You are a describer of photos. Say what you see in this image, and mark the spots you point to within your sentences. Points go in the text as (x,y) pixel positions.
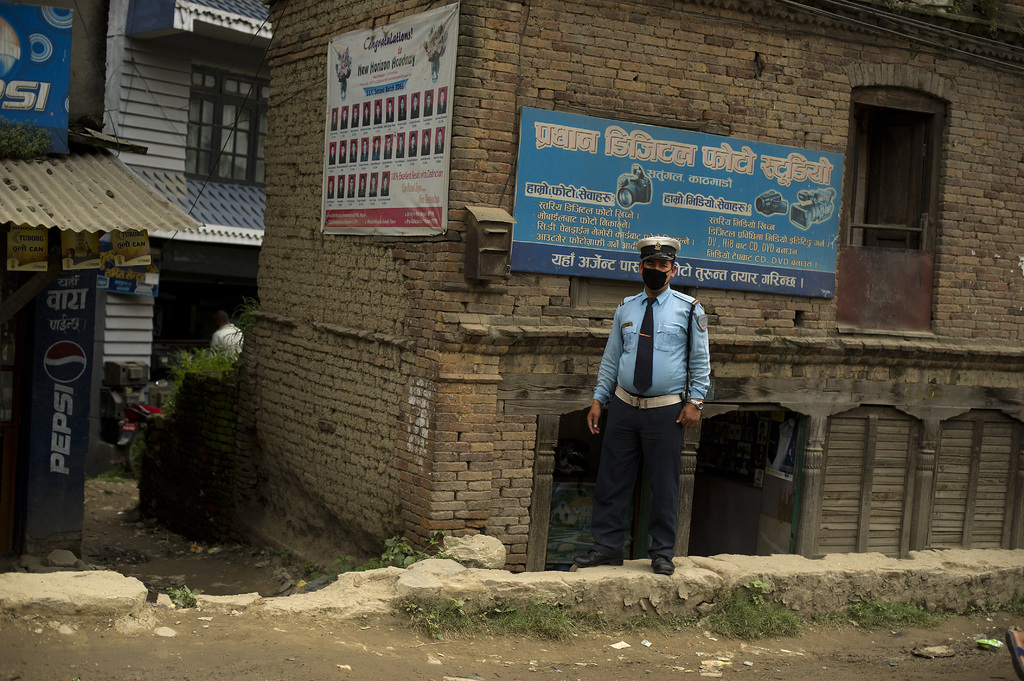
In this image I can see a man (609,472) standing. In the background (568,227), I can see the houses (451,150) with some text (609,208) written on it.
